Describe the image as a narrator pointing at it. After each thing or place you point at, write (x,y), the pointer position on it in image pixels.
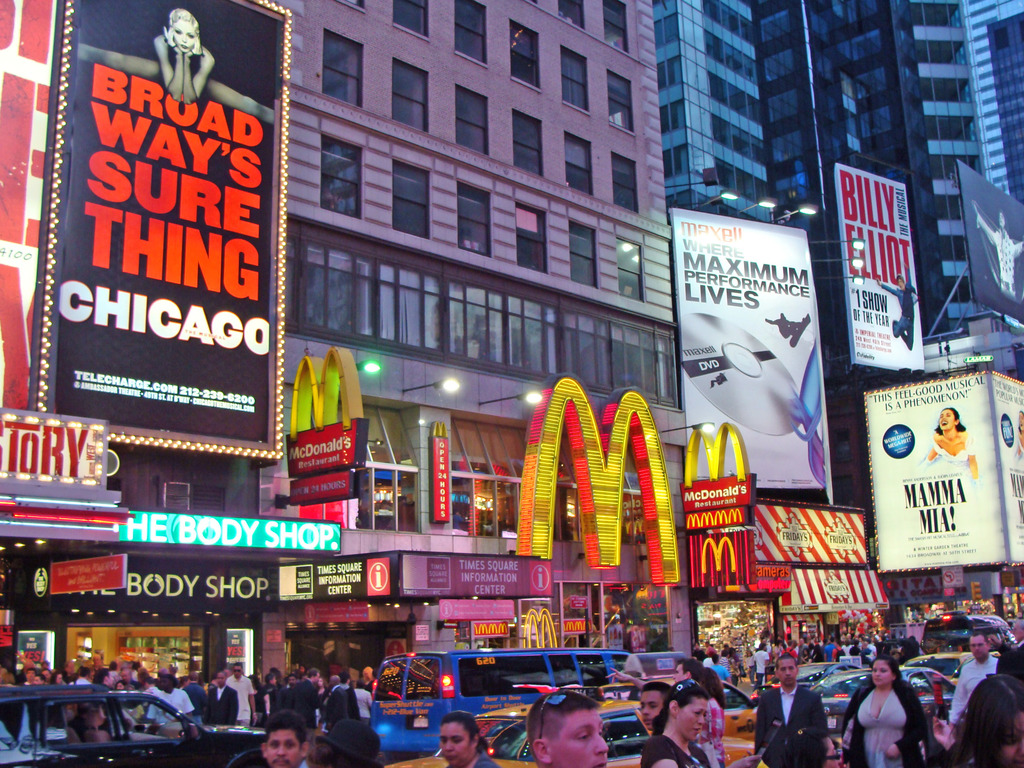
In this image, we can see people (540,722) and vehicles (481,689) on the road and in the background (298,432), there are buildings (560,232), boards (746,415), lights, stores (621,603) and hoardings (918,538).
